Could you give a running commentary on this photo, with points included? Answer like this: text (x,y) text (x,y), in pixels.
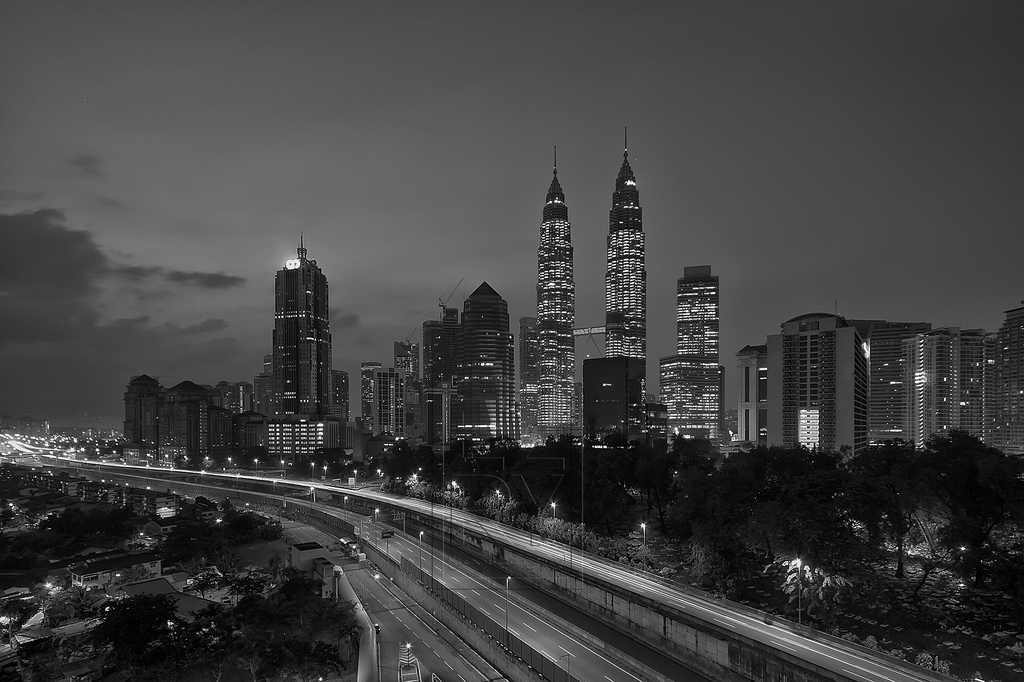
At the bottom of the image (507,644) we can see a road (443,625) and a bridge (696,613). There are poles (507,613). On the right (848,495) there are trees (720,515). In the background (202,454) there are buildings (595,363) and sky (335,148).
